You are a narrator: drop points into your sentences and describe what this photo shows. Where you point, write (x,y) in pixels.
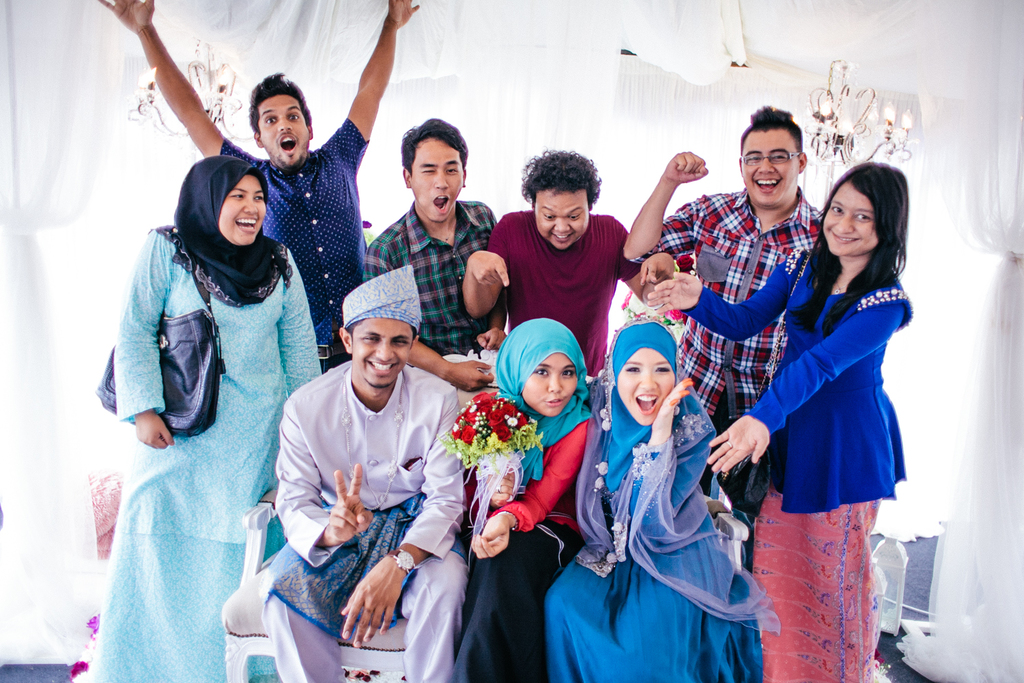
In this image, in the middle (391,434), we can see three people (703,550) are sitting on the chair (400,650). In the background (259,270), we can see a group of people (870,240) are standing, we can also see white color in the background (991,131).
